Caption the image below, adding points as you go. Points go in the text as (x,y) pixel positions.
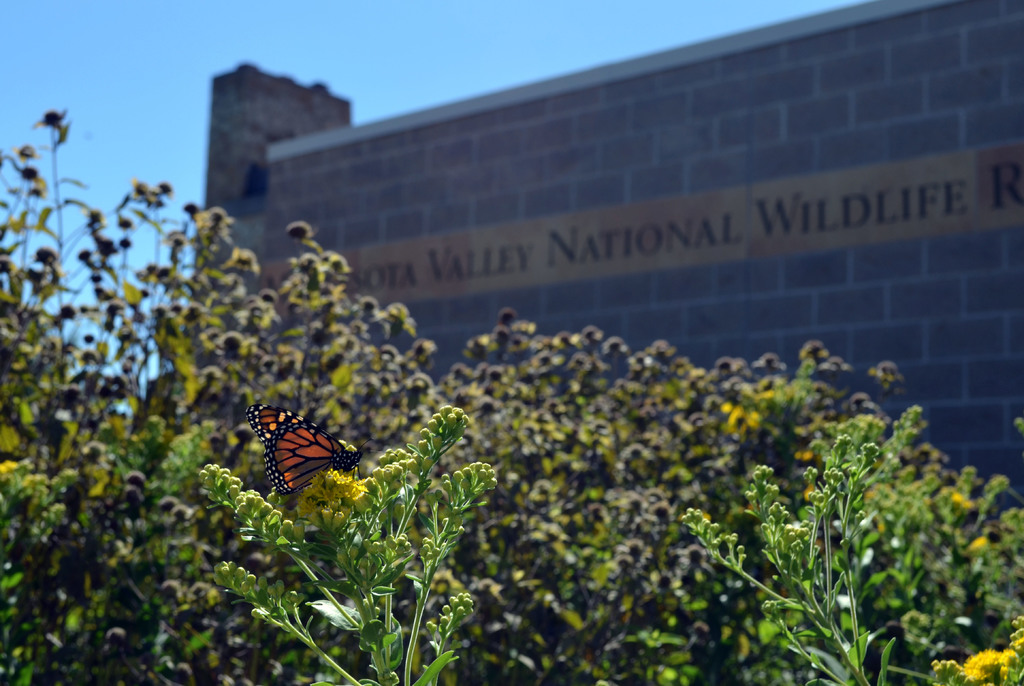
This image is taken outdoors. At the top of the image (141,60) there is the sky (454,30). In the background (627,194) there is a building (685,242) with a wall (881,294) and there is a board (494,238) with a text (949,198) on it on the wall (888,148). At the bottom of the image (292,620) there are a few plants (481,601) with stems (439,562) and green leaves (812,582). There are a few flowers (466,604). In the middle of the image (354,445) there is a butterfly (301,468) on the flower (315,492).
